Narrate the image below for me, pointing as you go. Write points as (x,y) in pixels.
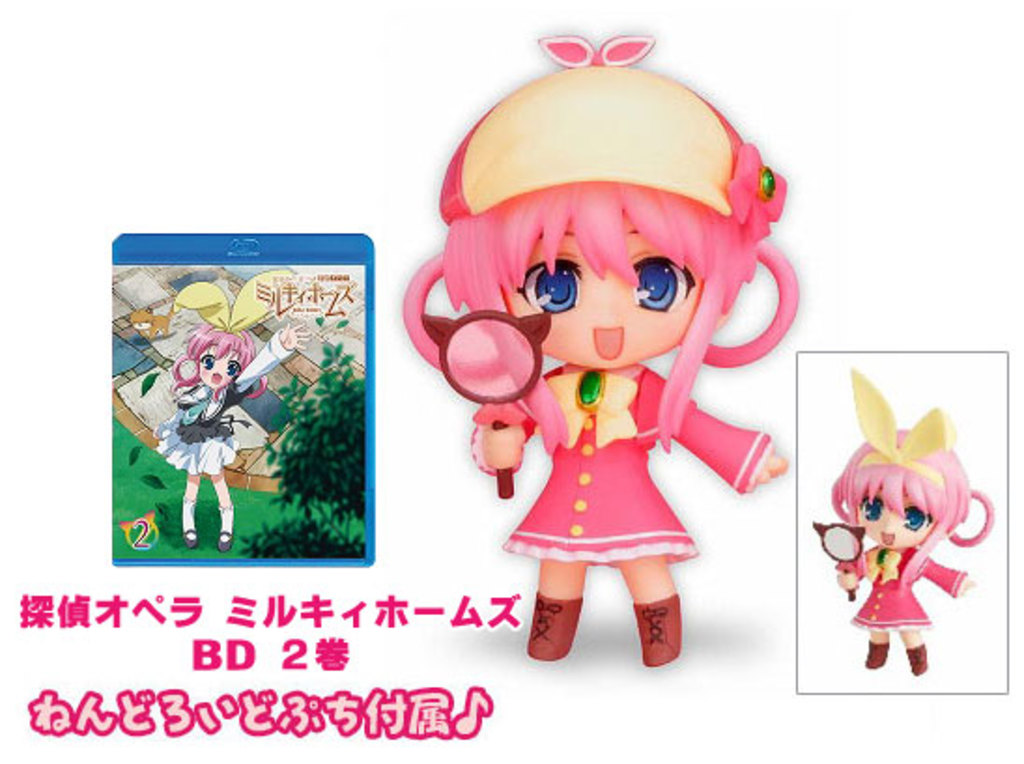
In this image there are few dolls (661,626) holding a magnifying glass (437,326) in her hand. Beside there is a picture (190,363), below it there is some text (40,716). Doll (567,595) is wearing pink dress (599,524) and a cap (600,141).
